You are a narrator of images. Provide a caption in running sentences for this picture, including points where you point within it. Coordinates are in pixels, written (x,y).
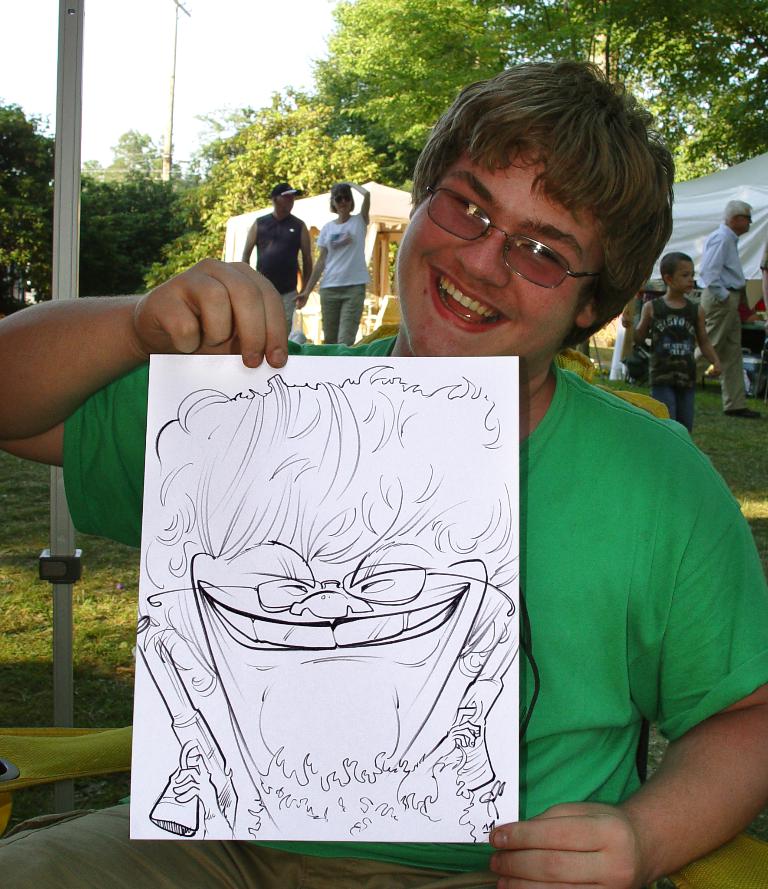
In this picture we can see the boy (601,574) wearing green color t-shirt (574,508), sitting in the front (180,650) and holding the drawing paper (371,476) in the hand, smiling and giving a pose to the camera. Behind there is a couple (367,209) standing. In the background (411,101) we can see some trees (383,171).
